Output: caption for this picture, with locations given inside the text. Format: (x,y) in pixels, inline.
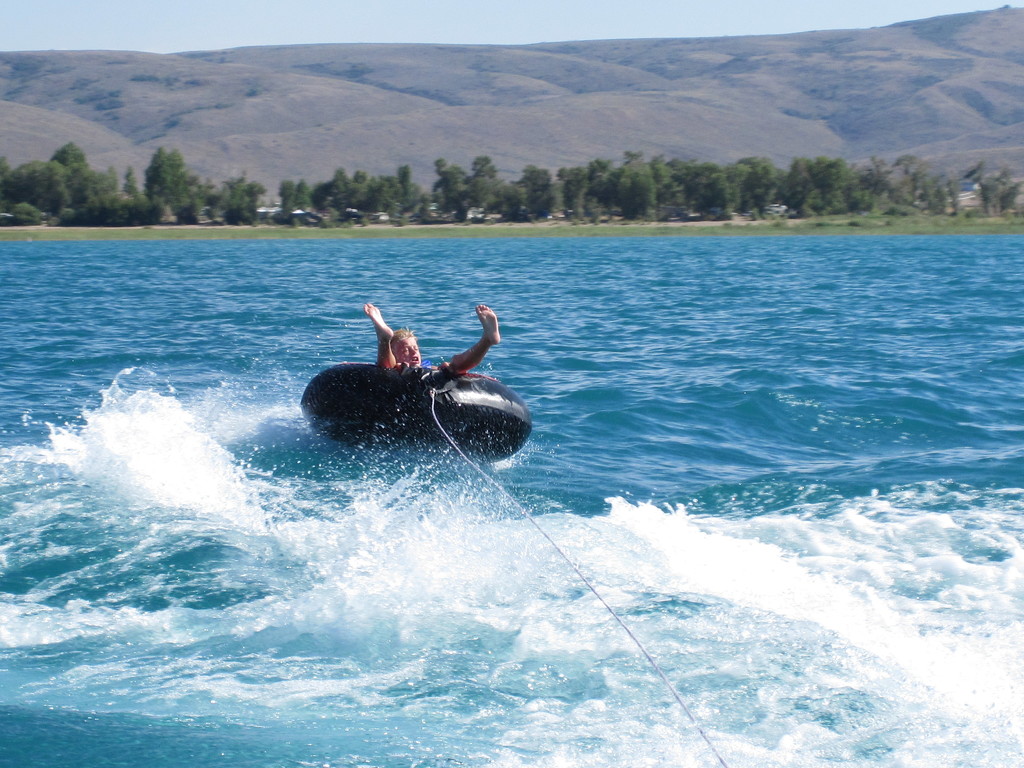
In this picture I can see there is a boy (400,338) sitting in the swim tube (447,397) and there is a rope (433,393) attached to it and in the backdrop (415,221) there are trees (699,195), a mountain (568,128) and the sky (342,9) is clear.
